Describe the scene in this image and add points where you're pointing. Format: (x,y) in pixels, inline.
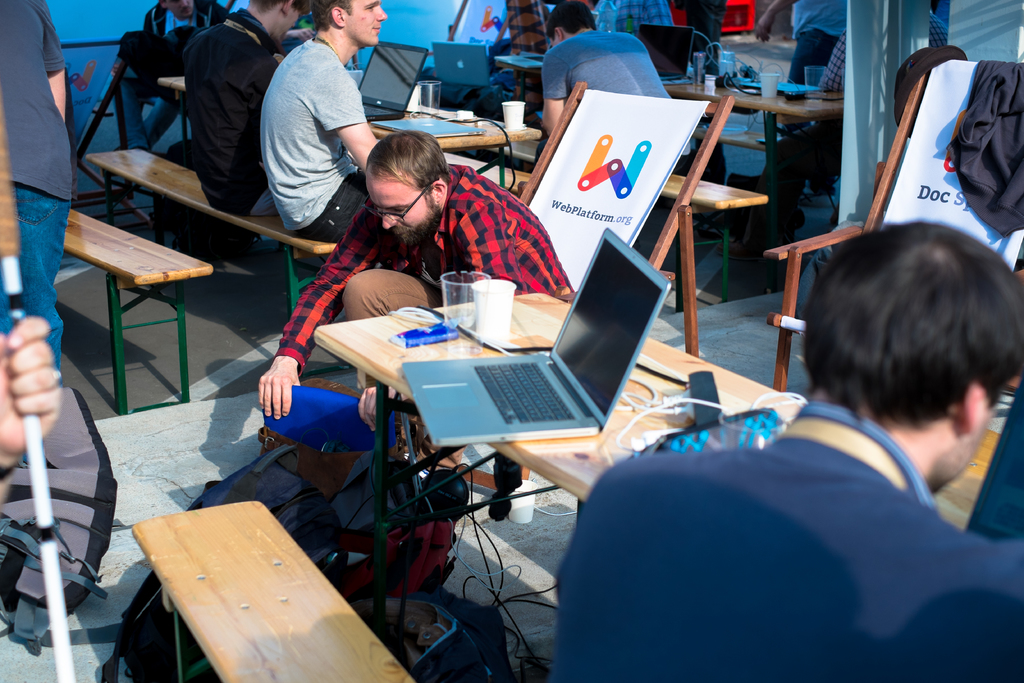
In this picture, we see many people (263,155) sitting on bench (274,555) and on table (362,368), we see laptop (463,369), water glass (480,315), cup (498,292) with liquid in it and cables (656,434). On the right top of the picture (954,109), we see a chair (933,171) with white banner (934,186) on it and in this picture, we see many tables (379,351) and benches (298,556). In the middle of the picture (472,251), man (476,228) in red and black shirt (481,232) is holding a blue bag (317,417) in his hands (278,411). He is even wearing spectacles (386,208).
